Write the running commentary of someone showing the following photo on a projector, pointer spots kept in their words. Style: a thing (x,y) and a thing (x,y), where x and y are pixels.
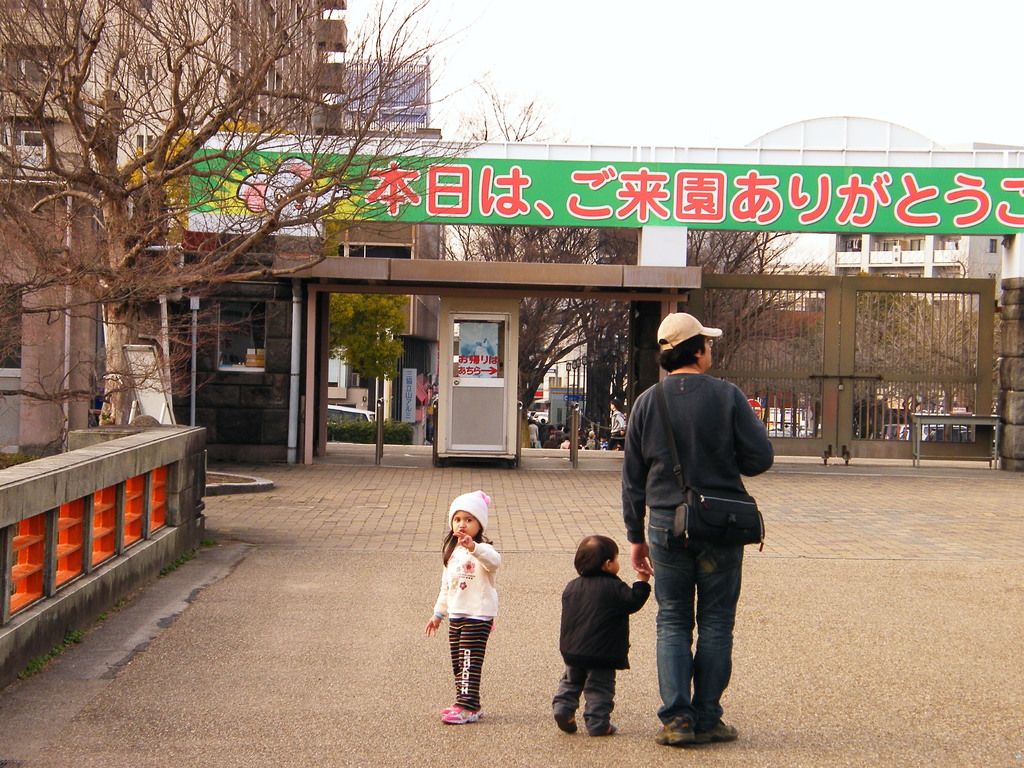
This picture describes about group of people (475,535), in the background (566,240) we can see few buildings (917,263), trees (298,81) and a hoarding (576,163), we can see few pipes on the left side of the image (292,416).
